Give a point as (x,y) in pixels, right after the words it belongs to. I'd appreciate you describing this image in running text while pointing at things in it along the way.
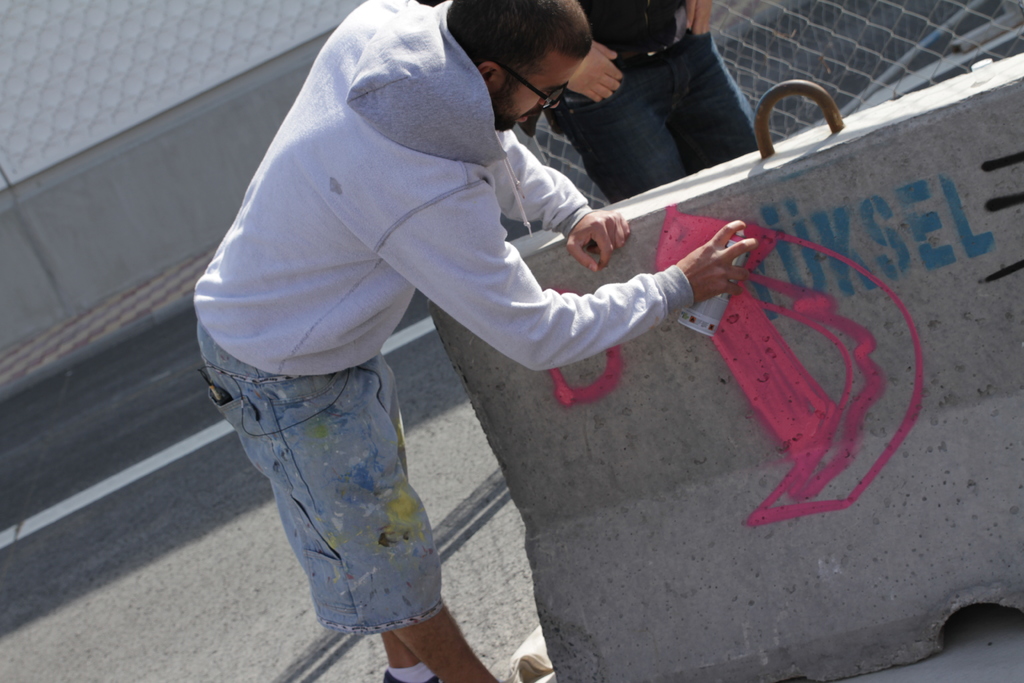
In this image I can see two men (416,256) are standing on the road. Here I can see the man (367,288) holding some object (734,242) in the hand (714,268). I can also see a concrete barricade (767,350) on the road (233,458).
